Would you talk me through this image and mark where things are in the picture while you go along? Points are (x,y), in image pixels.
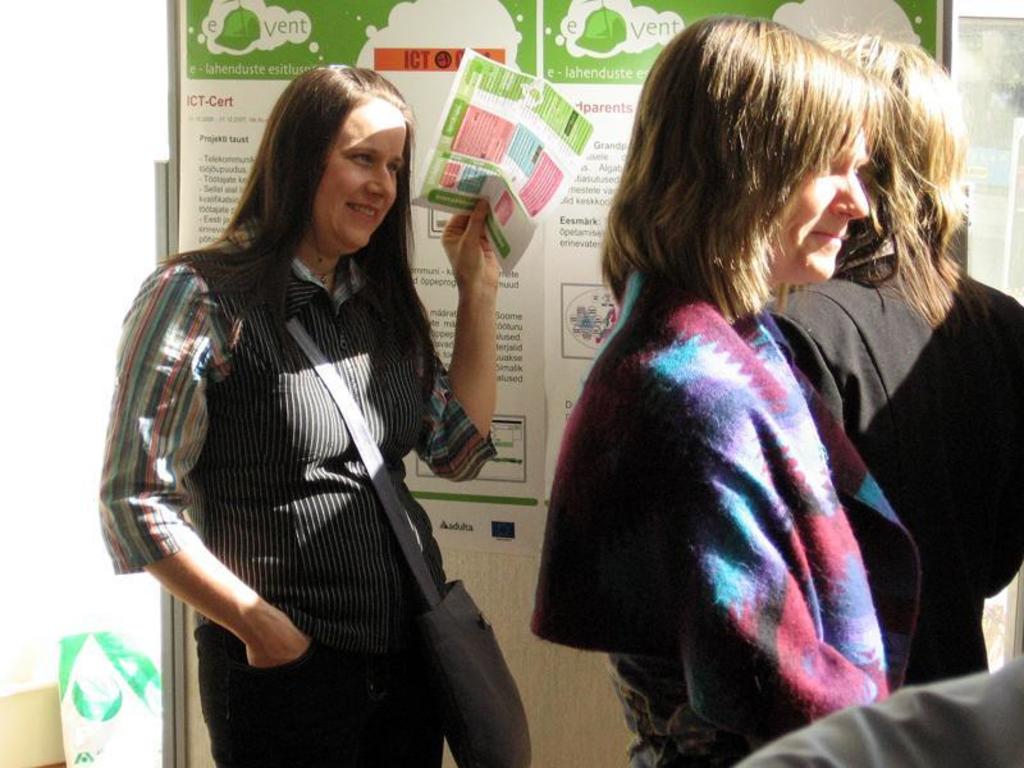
In this image there are three persons (459,265), there is a person (362,539) wearing a bag (473,758) and holding a paper (506,167), there is a person (931,319) truncated towards the right of the image (947,379), there is a board (531,653), there are posters (608,171) on the board (580,746), there is text (519,345) on the posters (583,213), there is an object (126,659) on the floor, the background of the image (100,154) is white in color.
